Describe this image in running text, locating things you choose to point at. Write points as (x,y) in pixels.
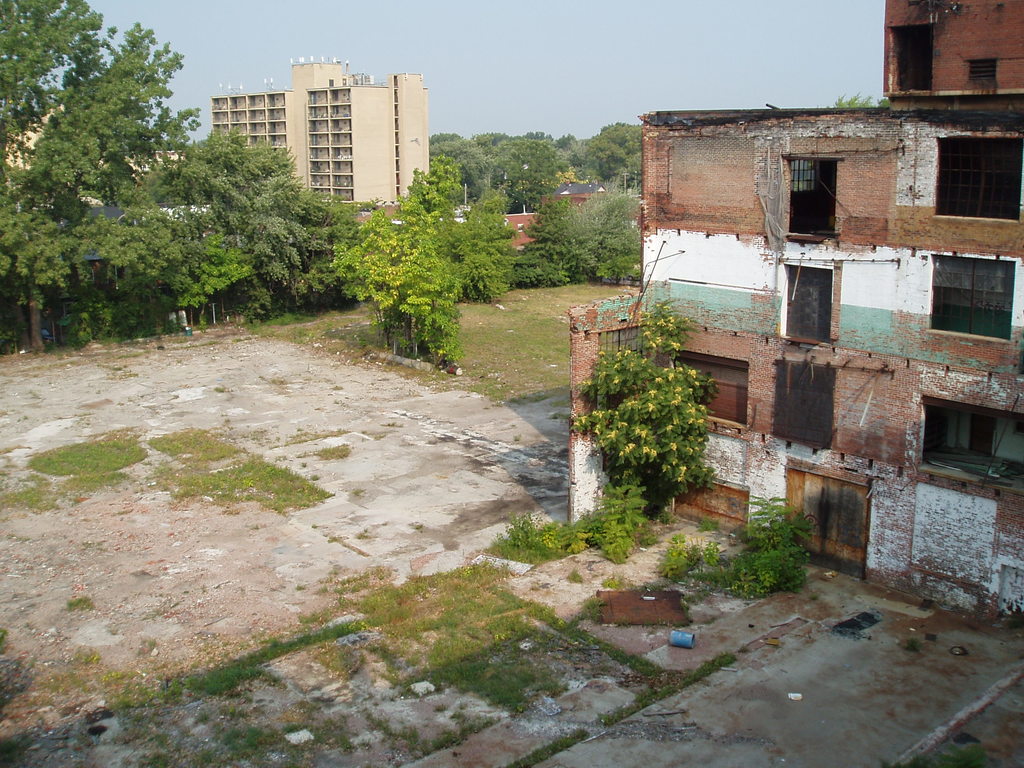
In this image I can see the ground (203,578), some grass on the ground (232,560), a building (859,239) which is brown, white and green in color and few trees (379,320). In the background (66,187) I can see few buildings (299,132), few trees (446,142) and the sky (615,76).
